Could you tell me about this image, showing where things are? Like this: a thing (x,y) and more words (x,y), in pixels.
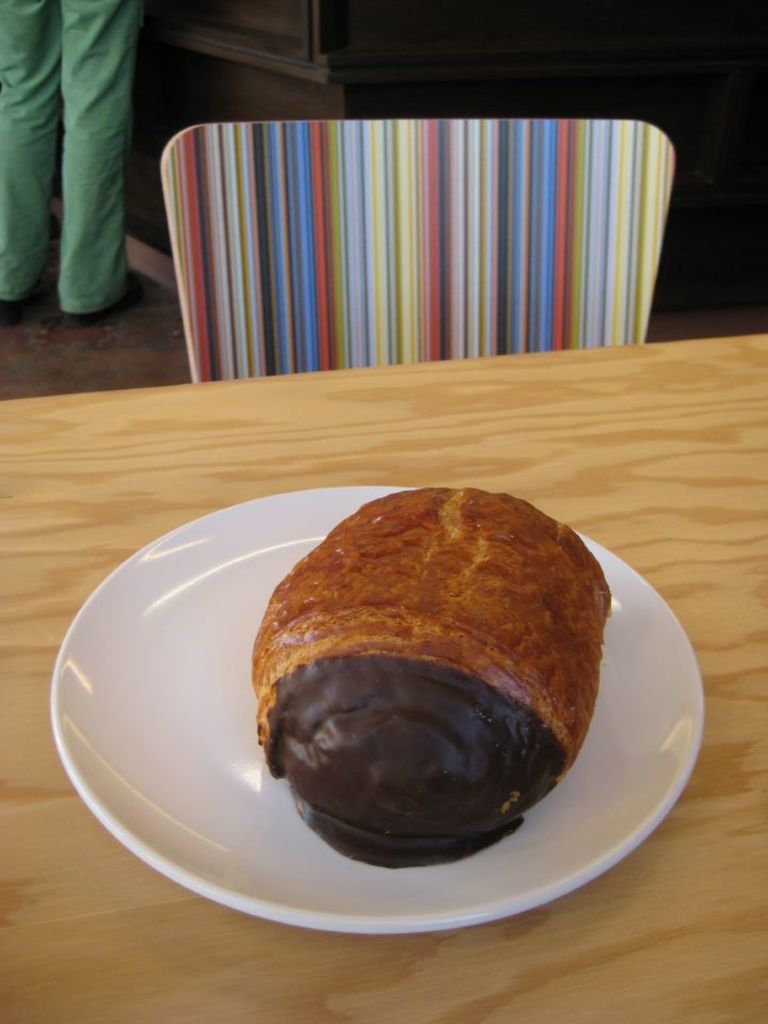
In this image I can see the food (328,810) and the food (475,815) is in brown color. The food (307,719) is in the white color plate (214,822) and the plate (314,886) is on the table (529,943). Background (585,240) I can see the chair (529,265) and I can also see the person (68,101) standing and the person (86,114) is wearing green color dress (82,131).
